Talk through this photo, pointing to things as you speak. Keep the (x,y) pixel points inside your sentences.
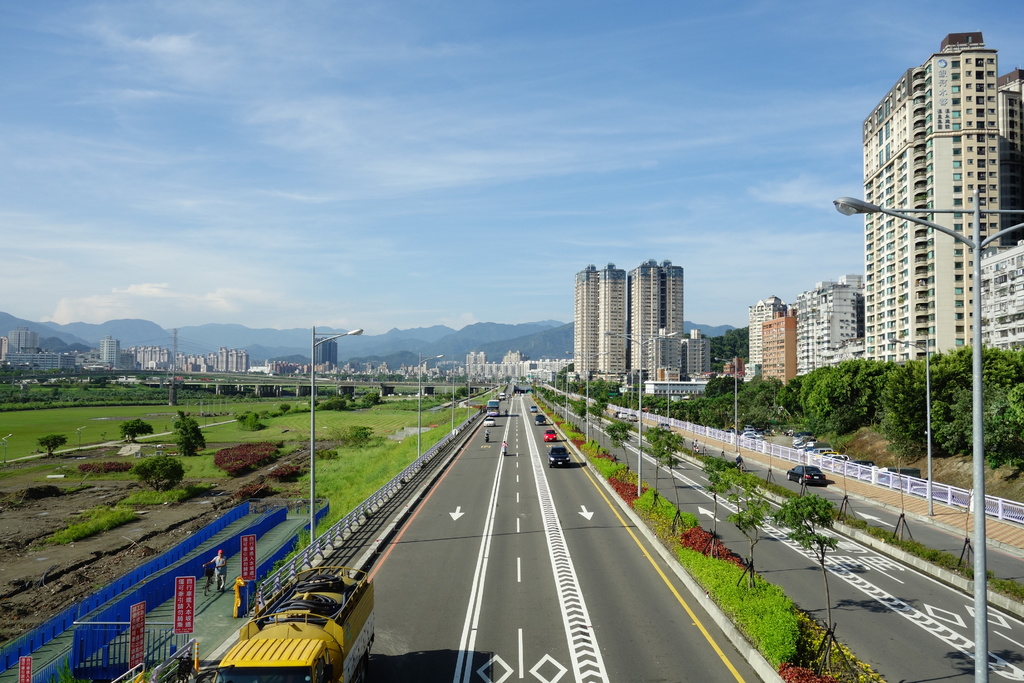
In this image we can see vehicles (231,667) on the road (599,538), after that we can see trees (579,407) and plants (717,555), we can see street lights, we can see buildings (957,159), on the left (296,404) we can see grass (328,428) and a person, in the background (276,353) we can see hills (491,347), at the top (531,109) we can see the sky (657,82) with clouds (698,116).
